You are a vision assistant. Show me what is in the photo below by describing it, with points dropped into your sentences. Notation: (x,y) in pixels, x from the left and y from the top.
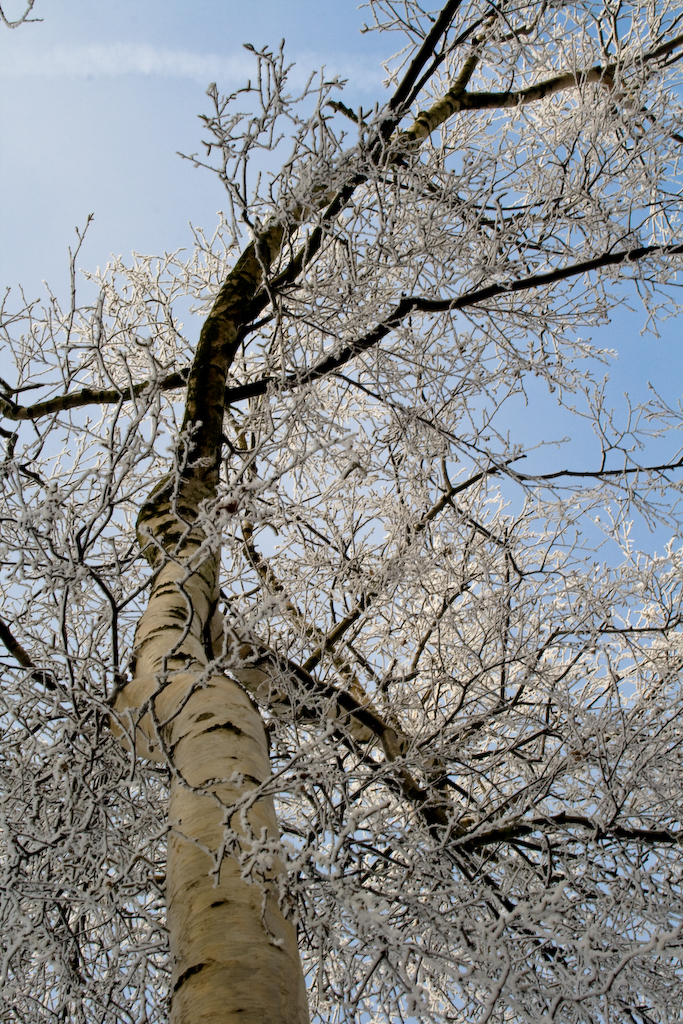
There is a tree (414,439) in the foreground area of the image (36,875) and the sky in the background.
